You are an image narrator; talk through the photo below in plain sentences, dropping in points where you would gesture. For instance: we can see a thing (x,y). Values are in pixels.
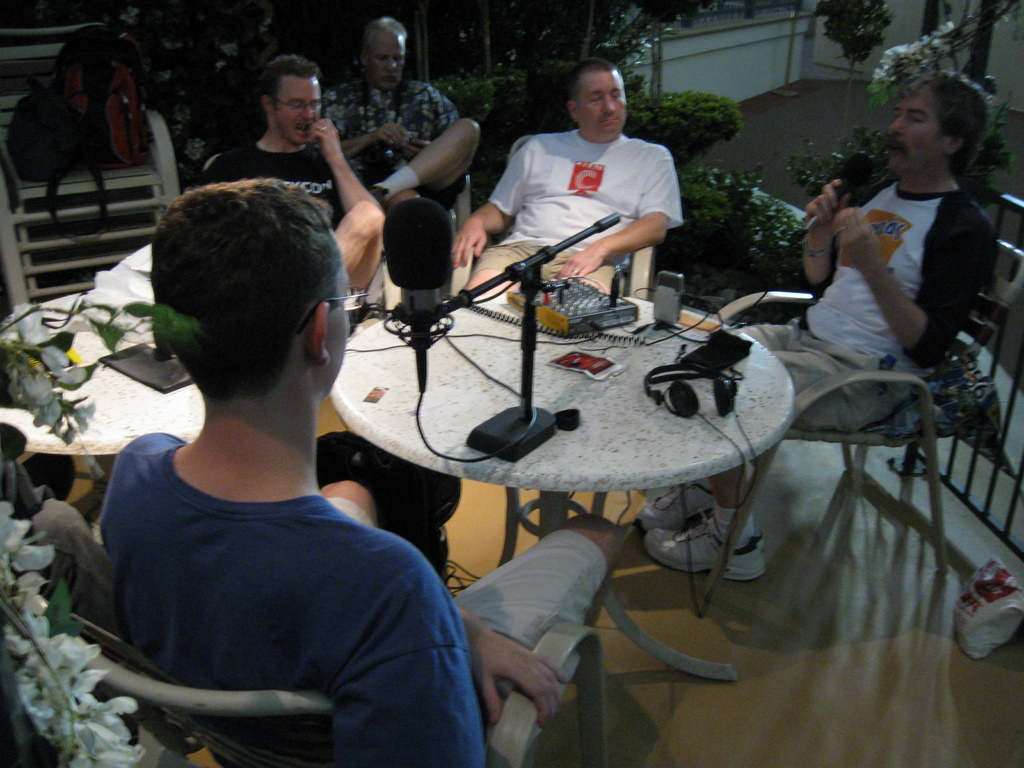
In this image I see 5 men (935,94) who are sitting on chairs (785,298) and this man (836,286) is holding a mic (858,180) in his hand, I can also see there are tables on which there is a microphone (415,225), a headphone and other things (718,343) on it. In the background (522,19) I see the plants (647,36) and bags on this chair (170,192).
